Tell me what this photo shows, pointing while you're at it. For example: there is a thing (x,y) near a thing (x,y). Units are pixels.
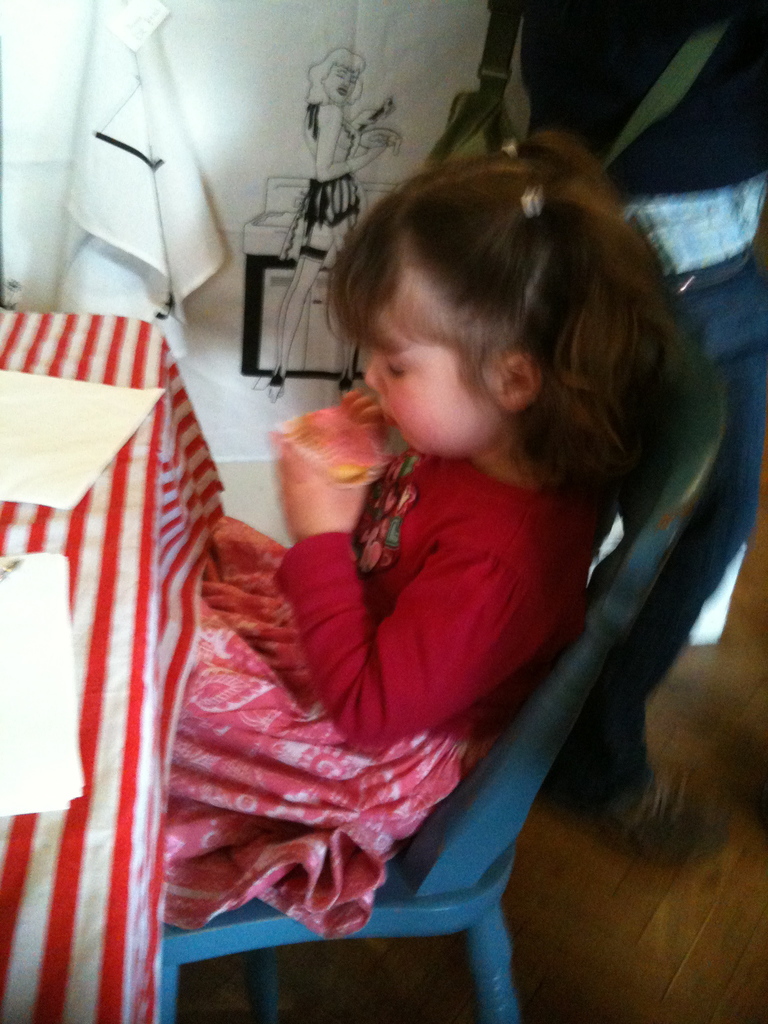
This image is taken inside a room (177,709). In the middle (482,535) a girl (471,608) red dress (387,650) is sitting on a blue chair (532,737). She is holding a cake (333,459). In front of her there is a table (110,614) on the table (116,577) there are few papers (110,454). Behind the girl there is a person (675,253) standing. In the background (328,192) there is a white curtain (229,355). On the curtain (321,211) there is a picture (329,223).
